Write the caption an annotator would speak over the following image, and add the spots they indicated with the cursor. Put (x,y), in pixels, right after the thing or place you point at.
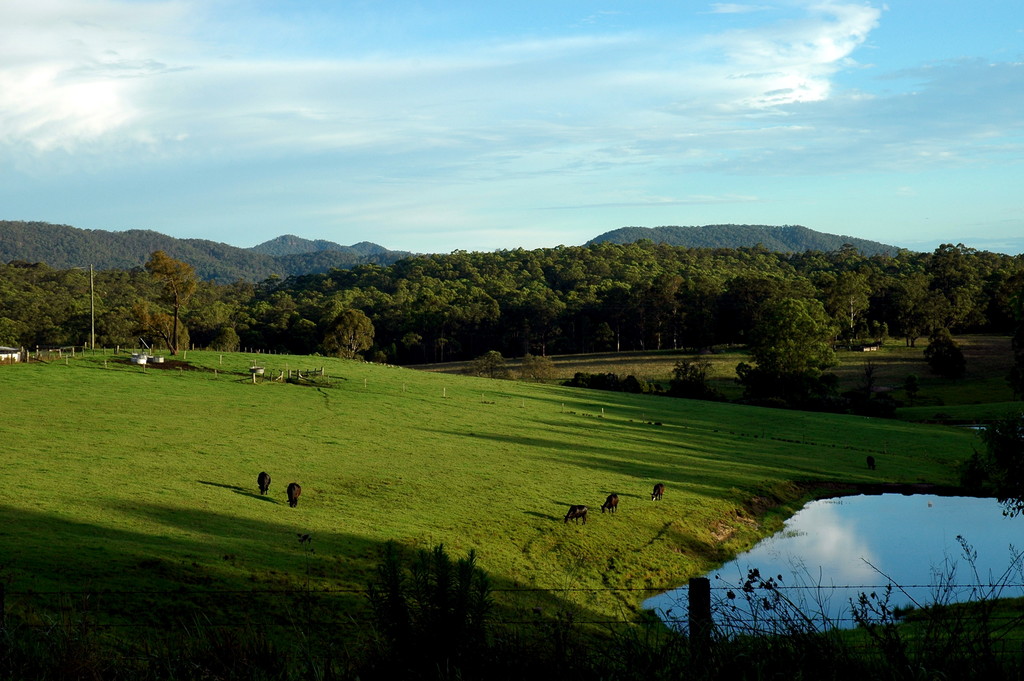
In this image there is grass (420,432) on a hill (394,462). There are animals (297,485) standing on the hill (493,506). In the background (436,312) there are trees (173,241). At the top (428,45) there is the sky (389,68). To the left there is a pole (92,271) in the image. To the right (820,541) there is the water (923,536). At the bottom (125,591) there is a fencing (697,617). There are plants (377,616) near to the fencing (791,644).
